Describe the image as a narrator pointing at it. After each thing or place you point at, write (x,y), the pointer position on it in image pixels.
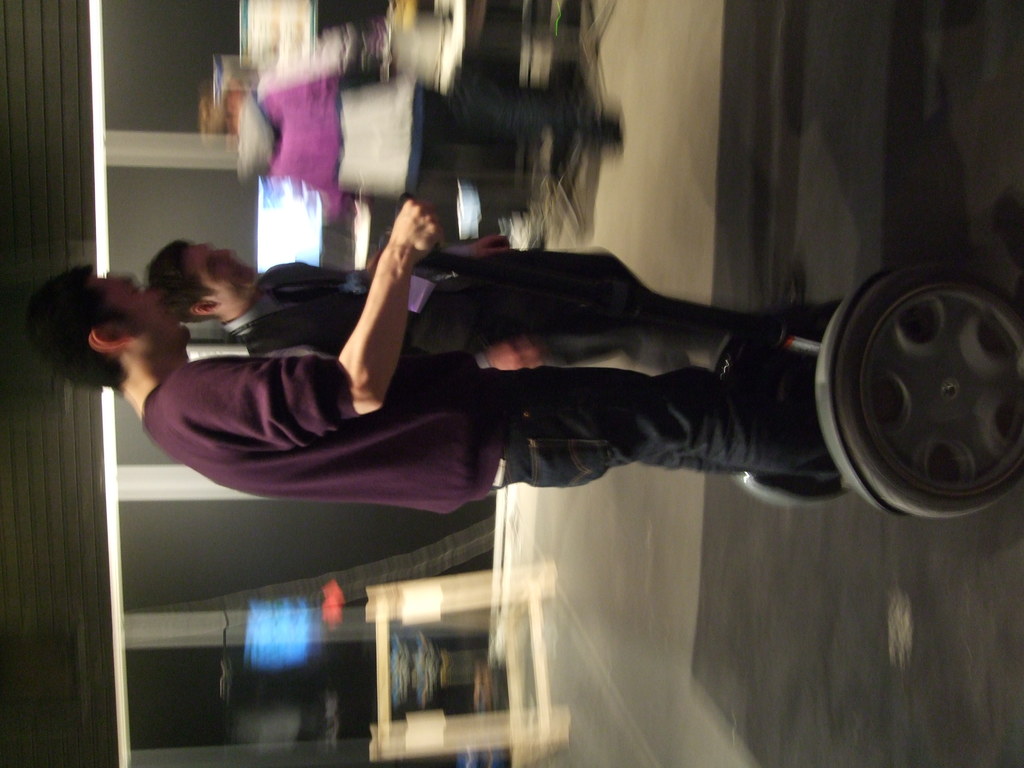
In the center of the image (457,352) two persons (295,366) are standing. On the right side of the image (888,351) we can see wheels (860,416), floor (821,148) are there. On the left side of the image (232,210) we can see wall (193,210), lights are there.
